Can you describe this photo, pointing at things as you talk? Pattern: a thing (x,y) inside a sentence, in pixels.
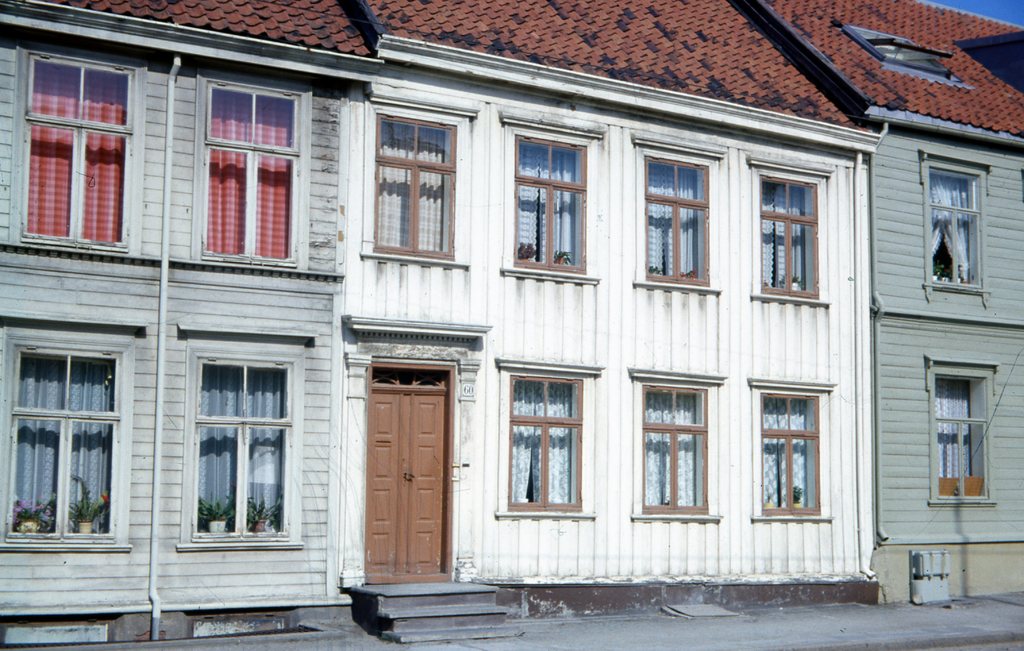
In this image we can see a building (264,144) with windows (450,162) and doors (415,454). Through the windows (264,202) we can see curtains (680,484). Near to the windows (659,396) there are pots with plants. Also there are steps (477,583).
